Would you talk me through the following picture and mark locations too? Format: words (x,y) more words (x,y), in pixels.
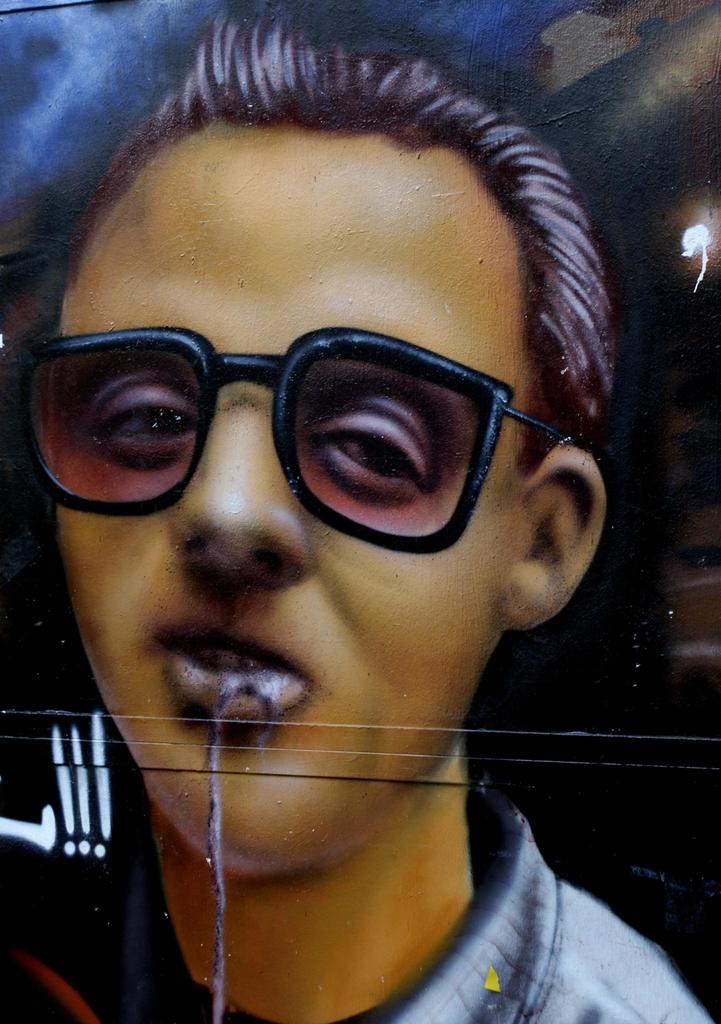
In this image I can see depiction of a man (302,411) wearing shades (305,464). I can also see blue and black colour in background (631,185).
